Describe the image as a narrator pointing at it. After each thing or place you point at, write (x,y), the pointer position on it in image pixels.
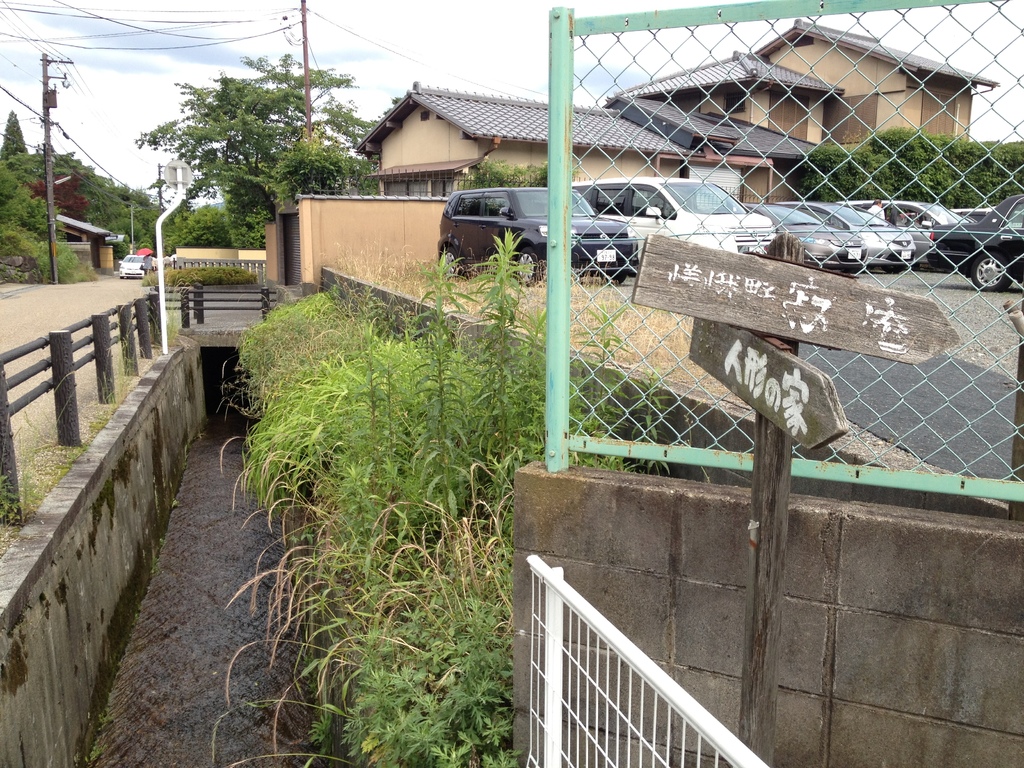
In this picture I can observe some plants (343,472). On the right side (841,8) I can observe fence (672,178). On the left side (148,311) I can observe a railing (117,337). There are some cars (494,210) parked in the parking lot (772,253). In the background (502,123) I can observe a house (505,141), some trees (243,139) and clouds (416,14) in the sky (234,45).
